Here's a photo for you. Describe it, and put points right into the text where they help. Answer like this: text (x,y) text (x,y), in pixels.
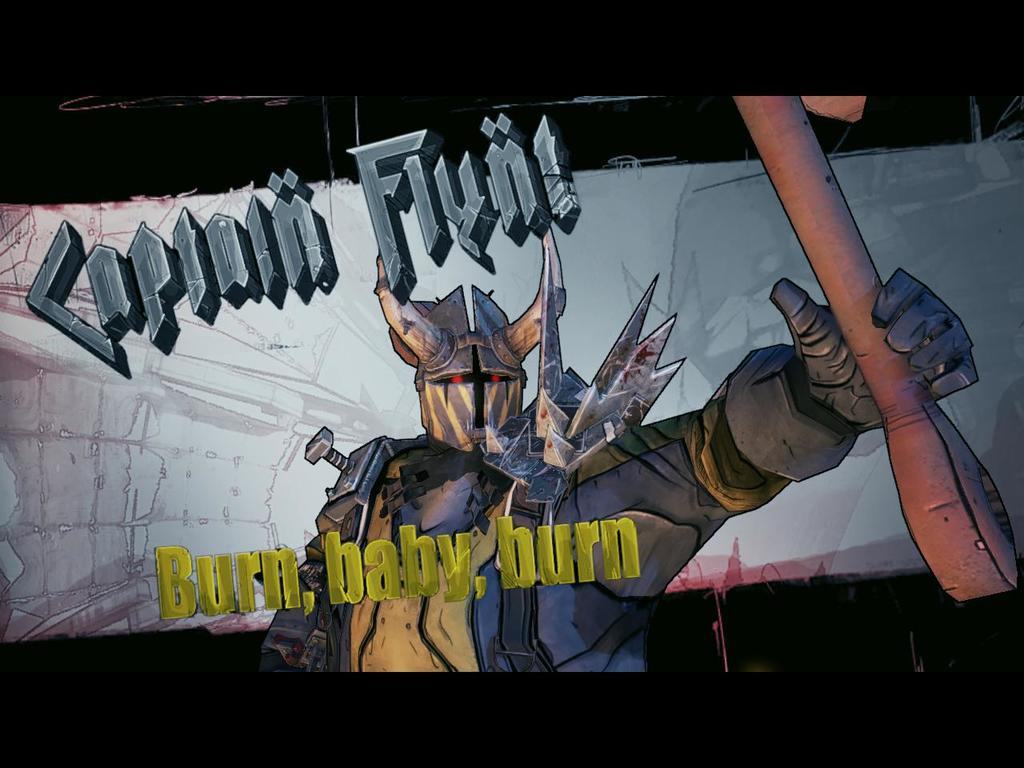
In this image it is an animated image where we can see text (220,254) and stranger (528,449) holding some object (891,380).
